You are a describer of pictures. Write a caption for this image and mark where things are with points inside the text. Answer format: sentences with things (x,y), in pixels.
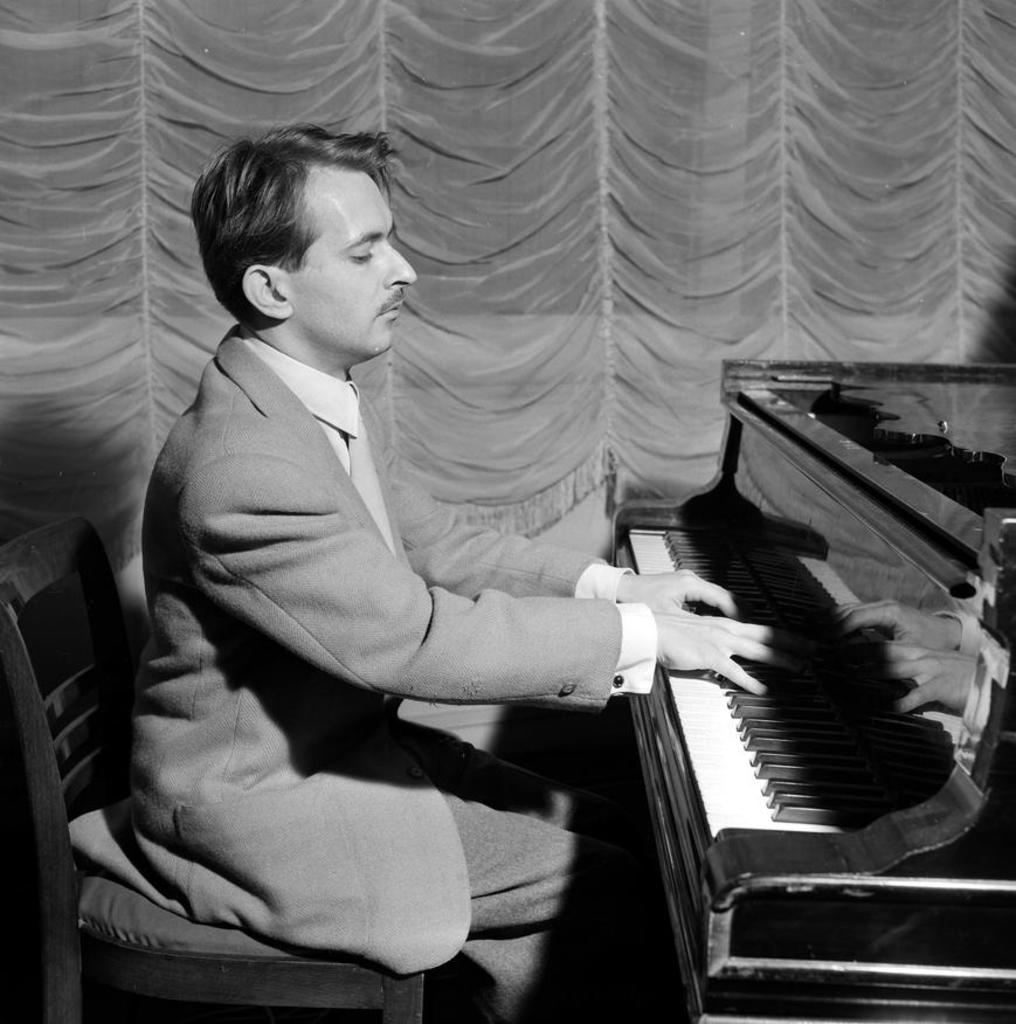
In this picture we can see man (292,591) wore blazer (282,520), tie (354,441) sitting on chair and playing piano (997,549) and in background (584,66) we can see curtains (591,246).
